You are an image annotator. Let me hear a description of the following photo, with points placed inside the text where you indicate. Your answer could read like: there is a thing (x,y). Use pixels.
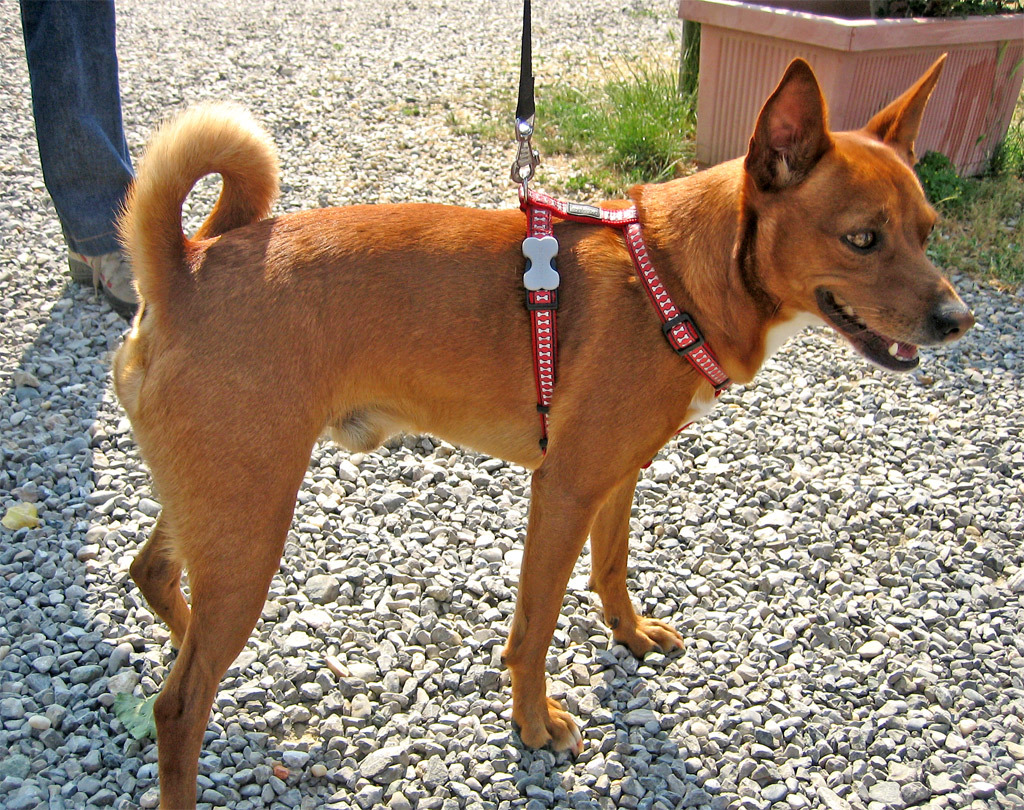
In this picture there is a dog (490,285). He is wearing a dog belt (587,205) and he is held by a leash (531,59). To the top right corner (787,21) there is a flower pot (903,30) and grass (994,212). There are stones (835,632) on the ground (357,642). To the top left corner (94,151) there is a leg (87,140) of a person (112,247).
